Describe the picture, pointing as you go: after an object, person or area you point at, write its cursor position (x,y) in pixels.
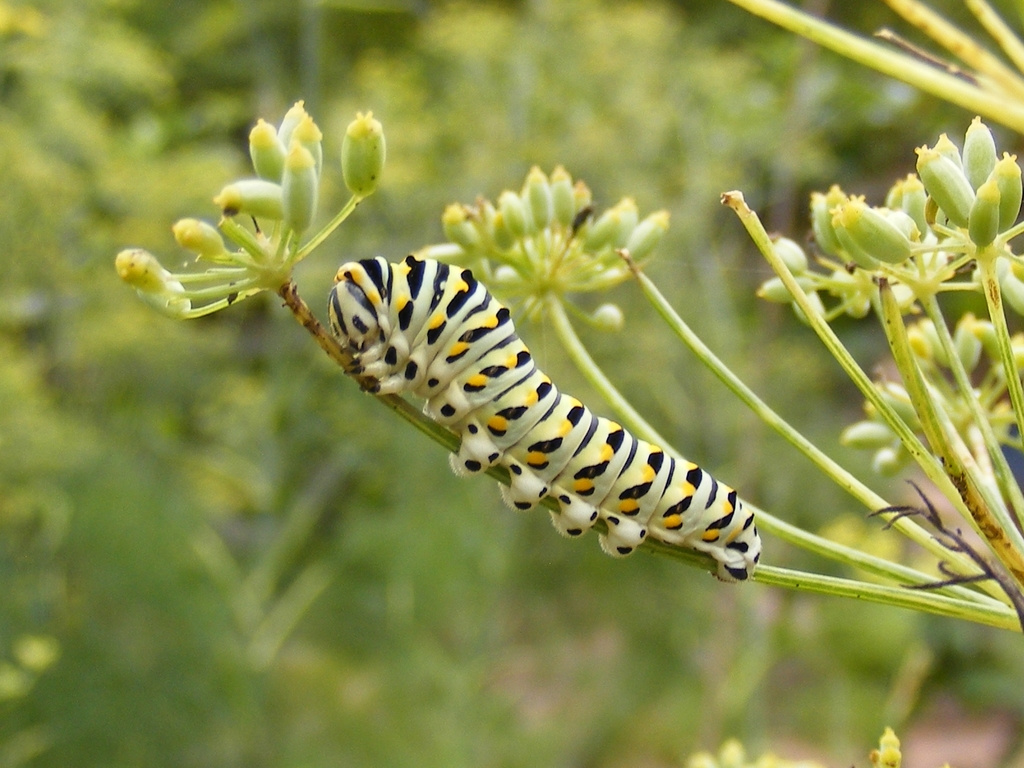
In the picture we can see a part of a plant (951,443) with a flower buds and a caterpillar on the stem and behind the plant (984,80) we can see many plants (60,648) which are not clearly visible.
